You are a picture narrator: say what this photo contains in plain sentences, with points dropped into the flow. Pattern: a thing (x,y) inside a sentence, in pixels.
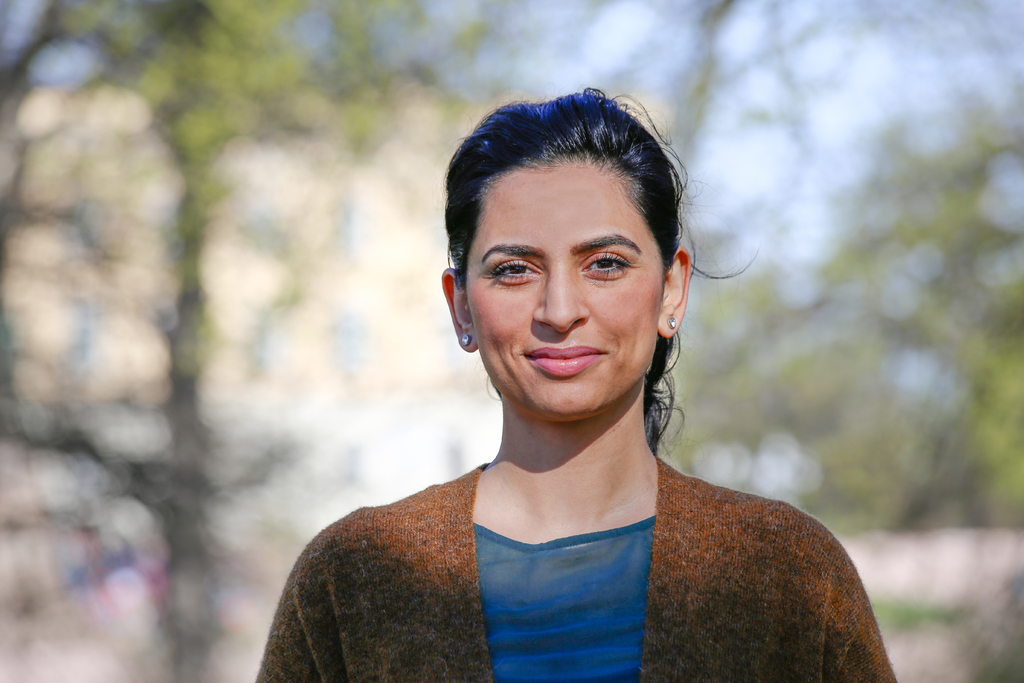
In this image we can see a woman (539,351) and she is smiling. There is a blur background (73,519).
